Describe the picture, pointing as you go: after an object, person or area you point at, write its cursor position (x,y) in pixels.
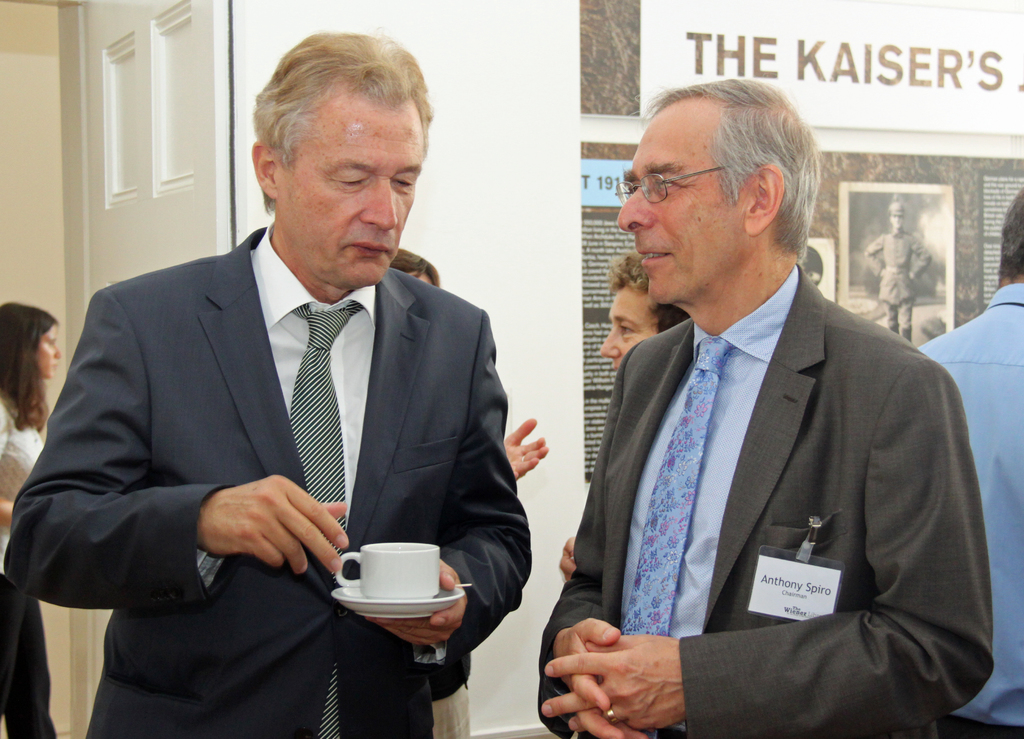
Here we can see two old men (139,377) standing in the front (758,280) and the guy (176,304) in the left side (165,313) is having a cup of coffee (436,589) in his hand (442,576) and behind them we can see other people (44,402) standing there is a door (211,155) on the left side (174,13) and on the right side (936,37) we can see some poster (654,21) present.
